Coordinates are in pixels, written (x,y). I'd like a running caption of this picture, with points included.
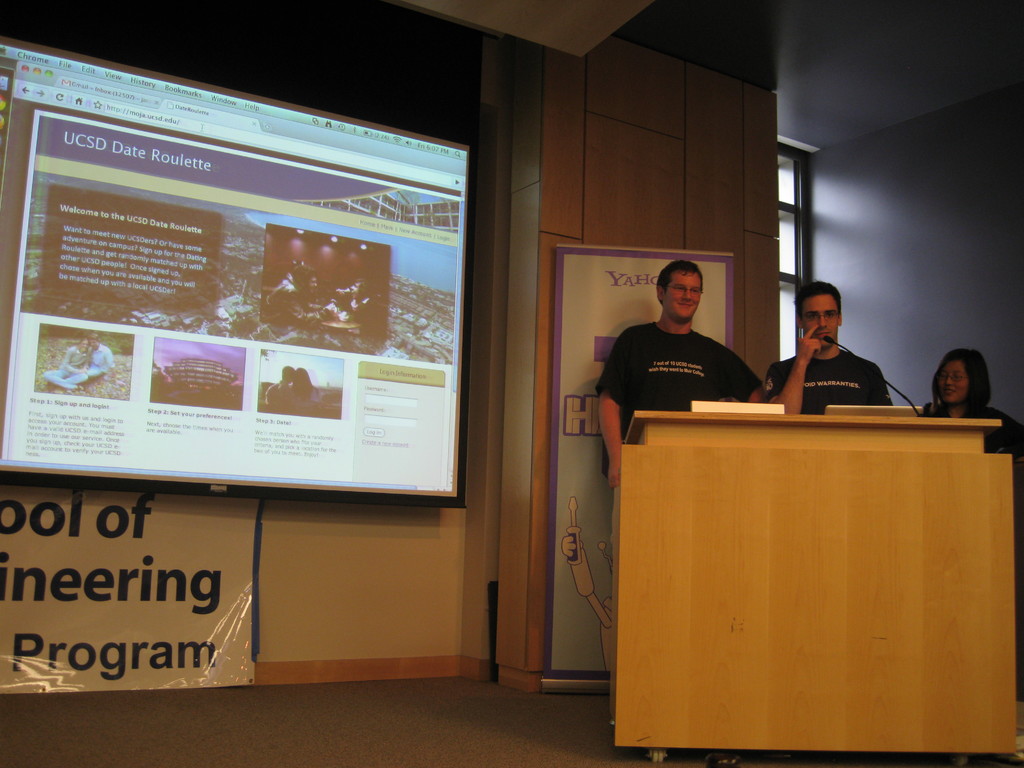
This picture is clicked inside the room (900,335). On the right (683,365) we can see the group of people (712,353) standing behind the wooden podium (863,489) and we can see the microphone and the text (598,408) and some pictures (580,528) on the banner (588,516). On the left (193,232) we can see the text (139,156) and some pictures (52,371) on the projector screen (231,314), we can see the wall (529,228) and some other items (59,562).
